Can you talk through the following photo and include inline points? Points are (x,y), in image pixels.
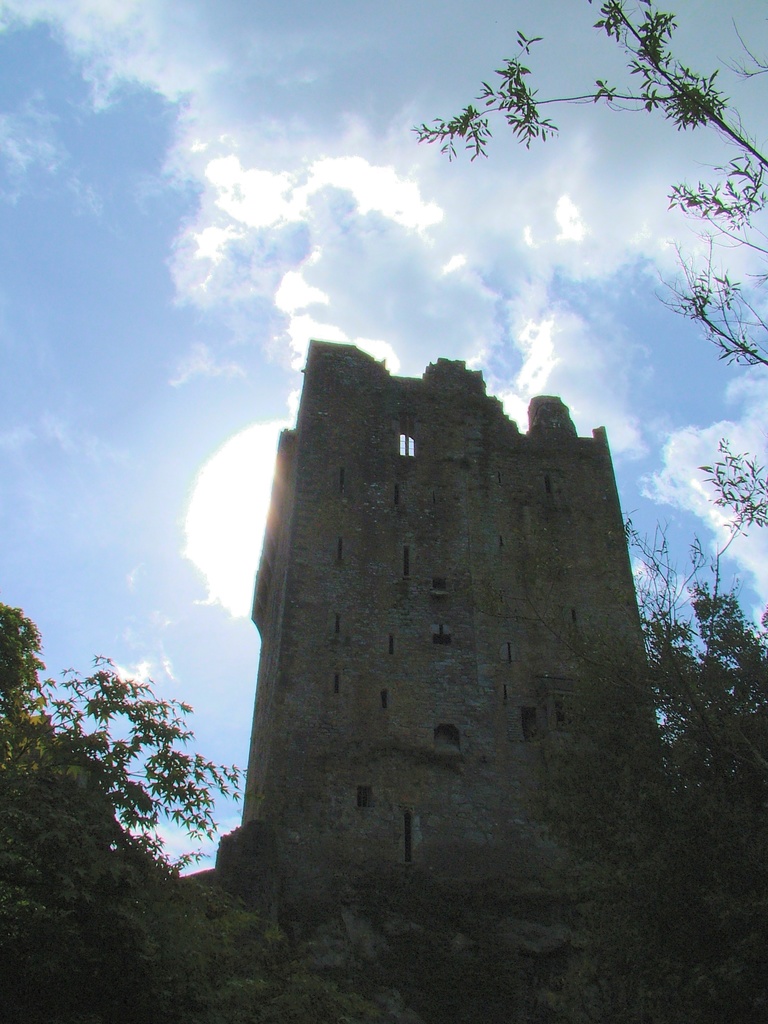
In this picture there is a monument (409,768). Beside that I can see the trees (755,829), plants (27,815) and grass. In the background (305,49) I can see the sky (315,163) and clouds (413,173).
